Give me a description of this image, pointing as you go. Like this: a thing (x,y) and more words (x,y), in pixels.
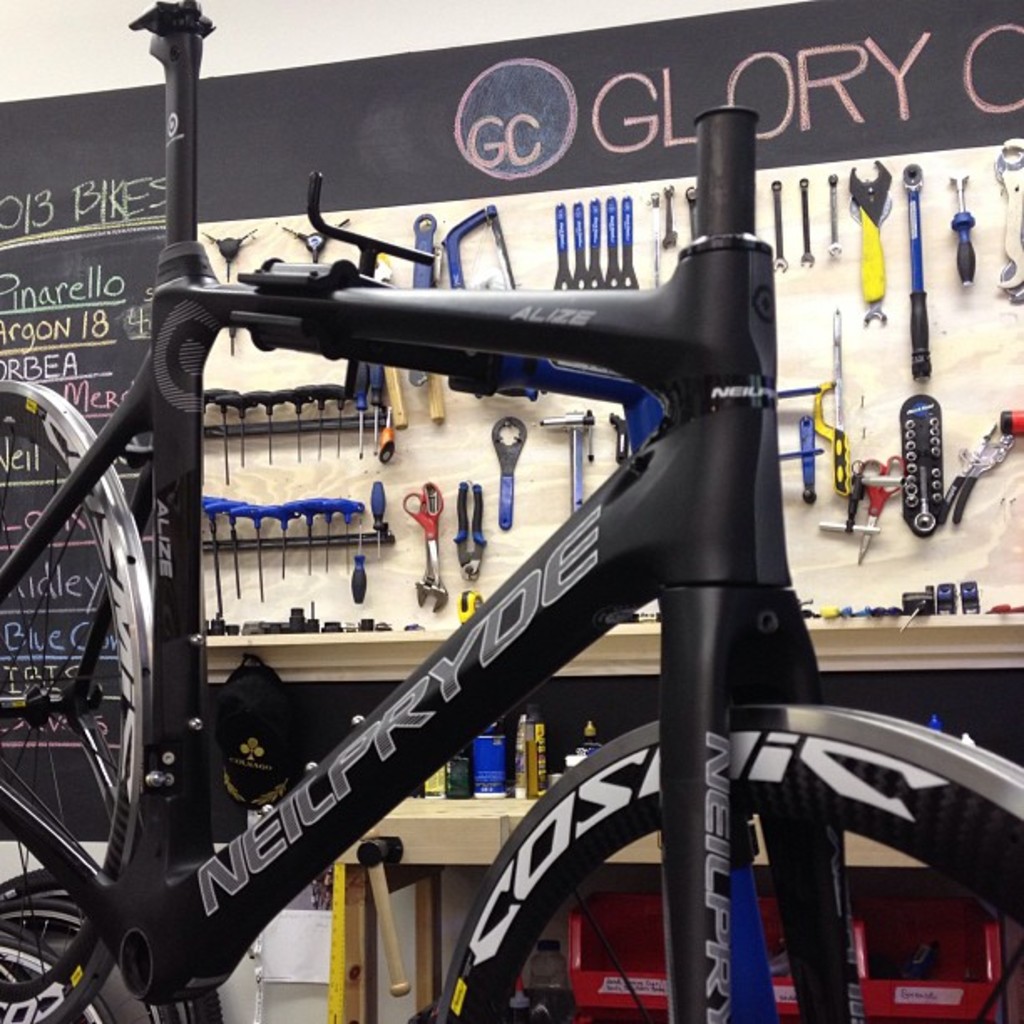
This picture seems to be clicked inside. In the foreground (737,510) there is a black color bicycle (724,407). In the background (325,164) we can see the table (446,847) on the top of which some items (532,735) are placed and there are some red color objects (901,947) placed on the ground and we can see the black color board (93,114) on which the text (54,288) is written and there are many number of tools (433,524) hanging on a white color board (945,270).
